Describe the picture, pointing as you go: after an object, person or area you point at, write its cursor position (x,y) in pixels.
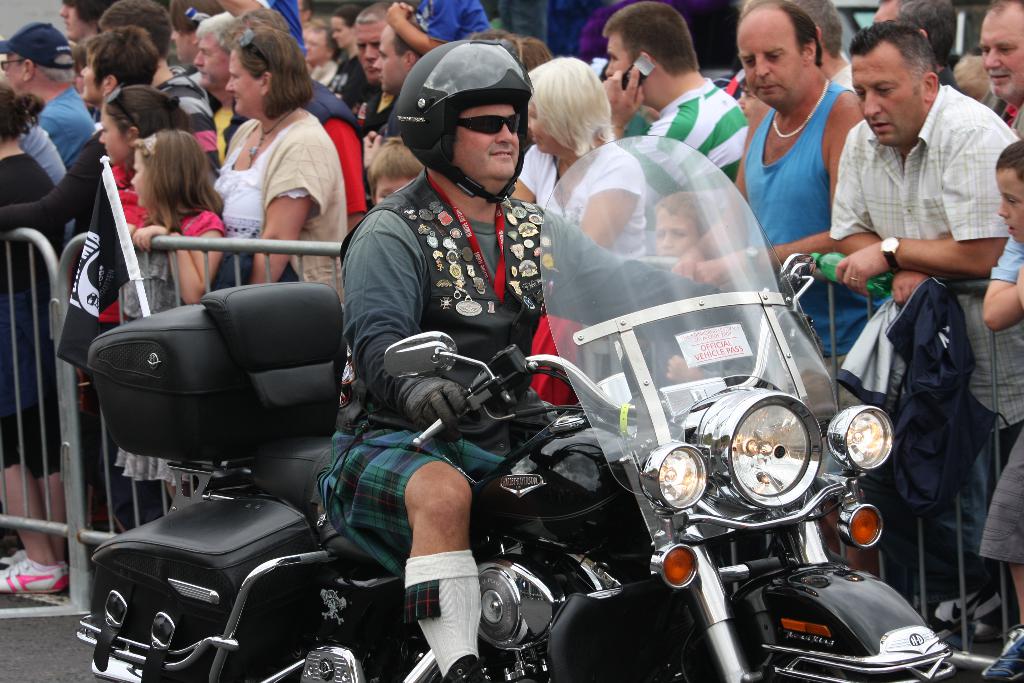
This picture shows a man (426,188) riding a motorcycle (731,212) and we see few people (828,199) standing and we see a metal fence (10,262) and we see a flag (90,317) on the motorcycle (156,324).
